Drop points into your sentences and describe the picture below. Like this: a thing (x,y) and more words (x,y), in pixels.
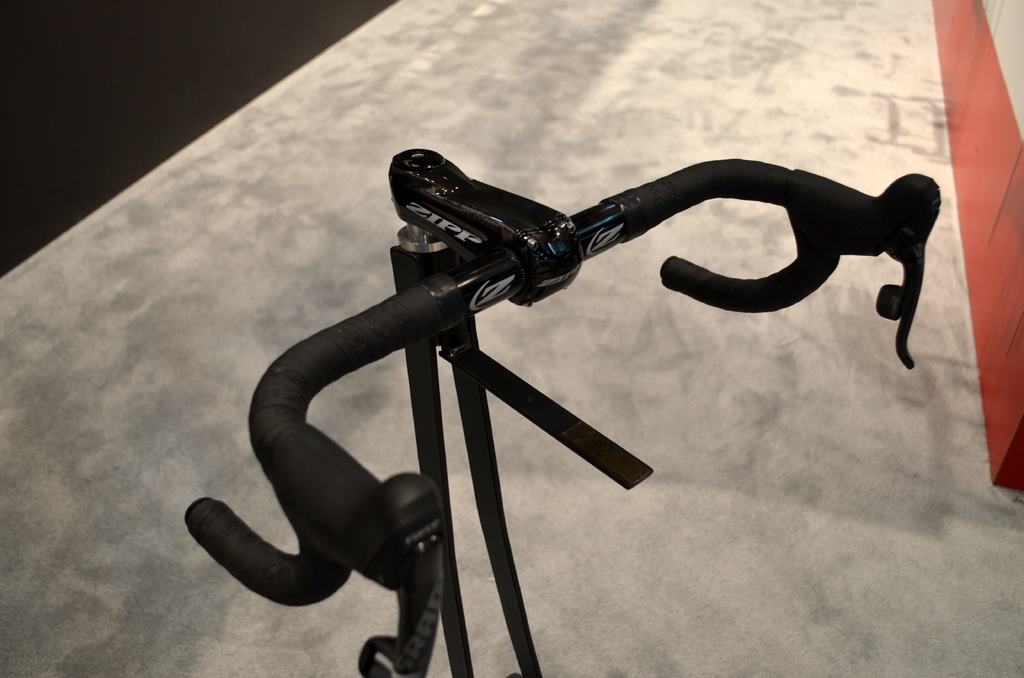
In this image, in the foreground (386,649) we can see the handle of a bicycle (310,577).
